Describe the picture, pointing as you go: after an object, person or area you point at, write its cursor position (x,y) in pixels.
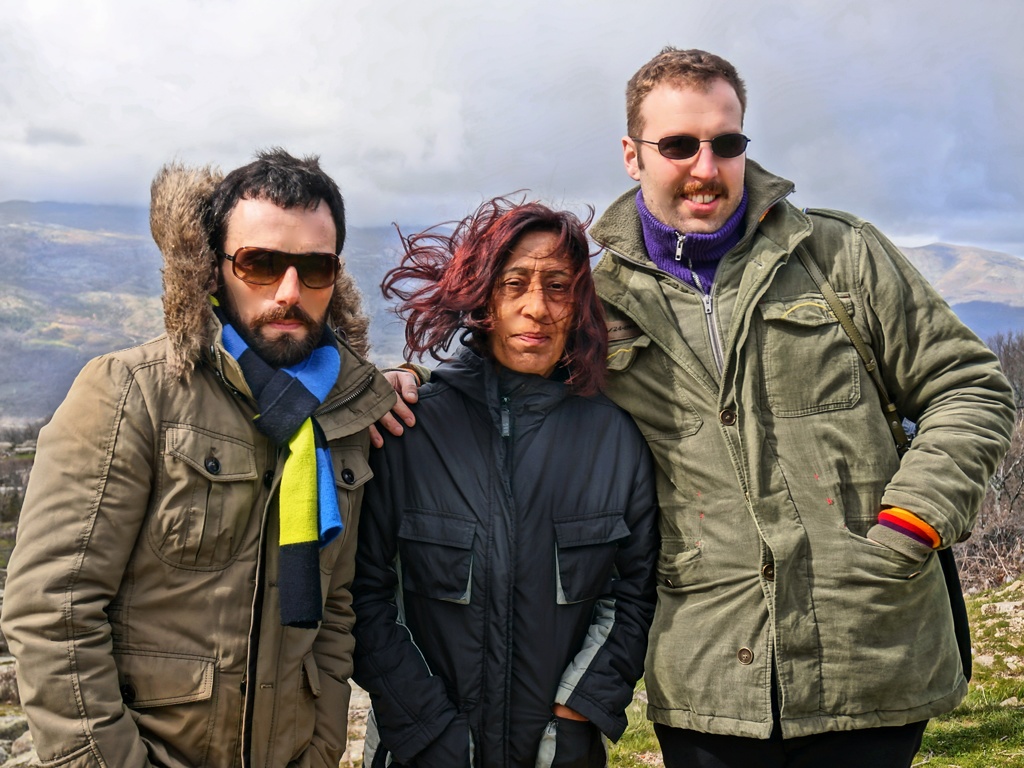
In this picture we can see there are three people (525,553) standing and behind the people (412,595) there are trees (9,433), hills (133,231) and the sky (428,82).
